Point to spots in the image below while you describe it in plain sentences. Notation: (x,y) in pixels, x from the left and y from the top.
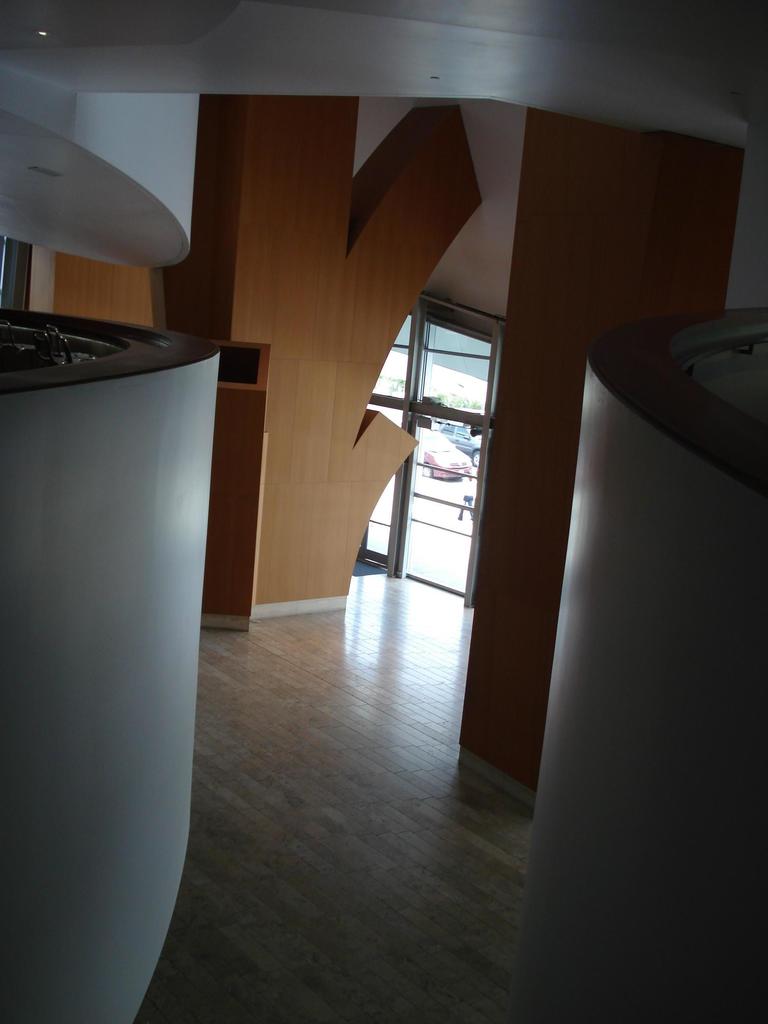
In this image I can see the ground (360,785), the white colored wall (707,818), the ceiling (353,76), a light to the ceiling (353,18), the brown colored walls (543,541) and the glass doors (433,448) through which I can see few vehicles (453,431) on the ground (430,539).
